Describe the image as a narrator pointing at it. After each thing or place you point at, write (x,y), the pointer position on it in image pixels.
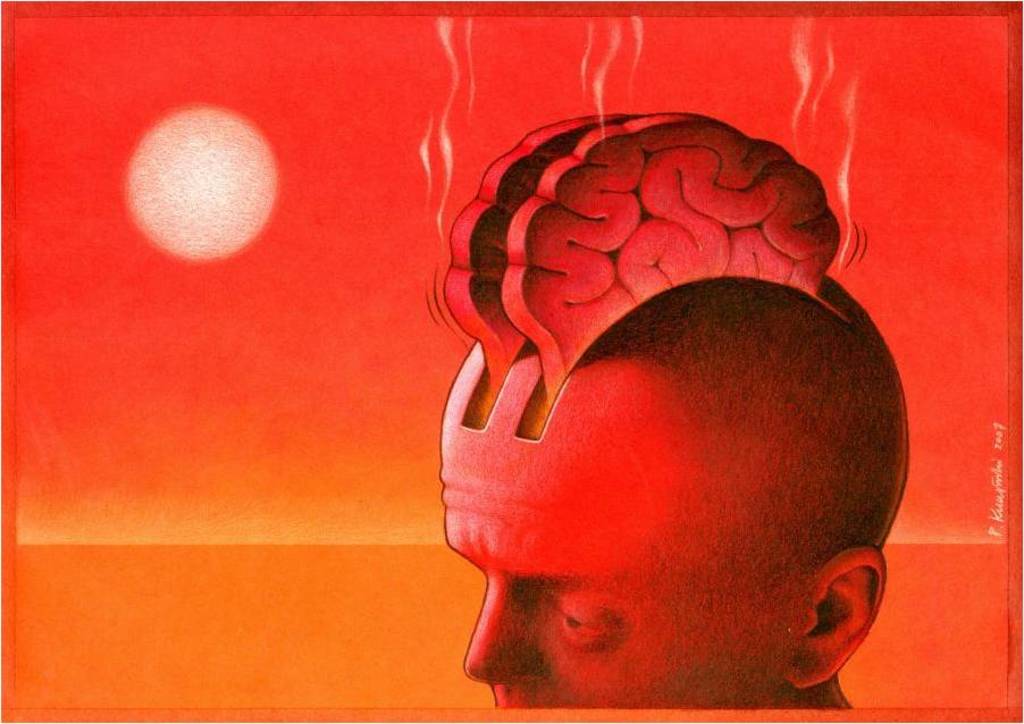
In this image I can see the edited picture in which I can see a human head (613,485). I can see the red and yellow colored background in which I can see the moon (240,191).
